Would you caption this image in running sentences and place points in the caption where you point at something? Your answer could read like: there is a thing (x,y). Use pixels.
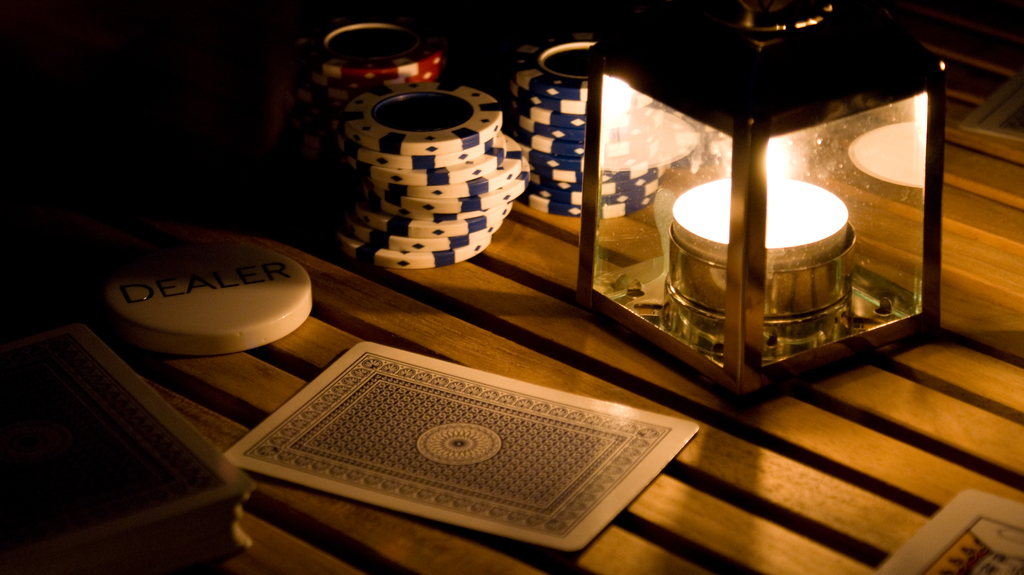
In the center of the image (384,334) we can see a table (689,482). On the table (614,389) we can see cards (463,444), coins (421,225) and a lamp (676,192) are present.
